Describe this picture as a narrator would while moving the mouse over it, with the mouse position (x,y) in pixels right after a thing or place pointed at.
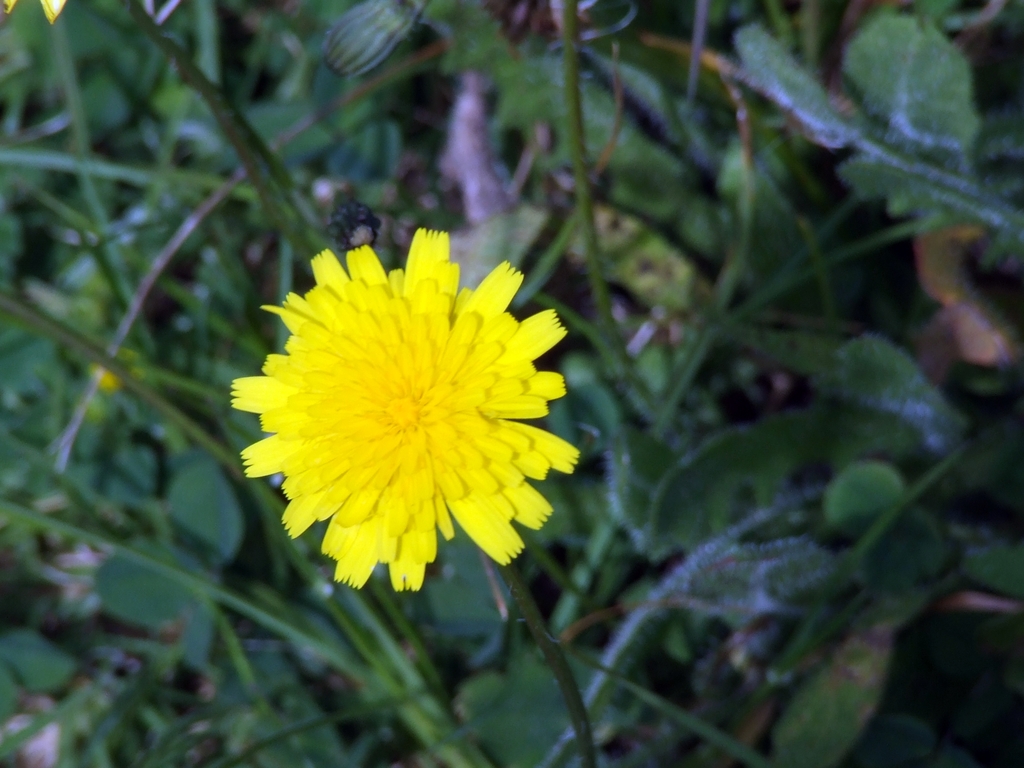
In this image in the center (408,476) there is a flower (409,420). In the background (551,422) there are plants (390,79).
